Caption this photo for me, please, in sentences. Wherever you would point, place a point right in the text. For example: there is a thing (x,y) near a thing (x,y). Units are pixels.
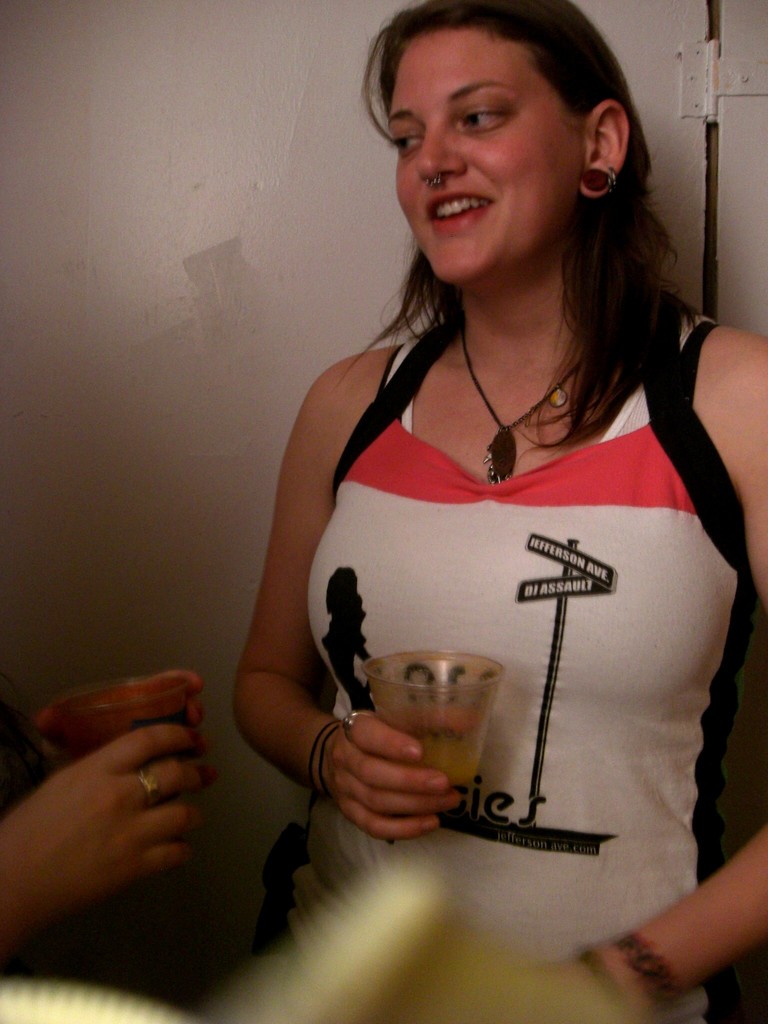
In the foreground of this image (516,552), there is a woman (508,654) standing and holding a glass (434,762) and on the left (103,762), there is a person (112,807) holding a glass (142,715). Behind them, there is a wall (270,122).
